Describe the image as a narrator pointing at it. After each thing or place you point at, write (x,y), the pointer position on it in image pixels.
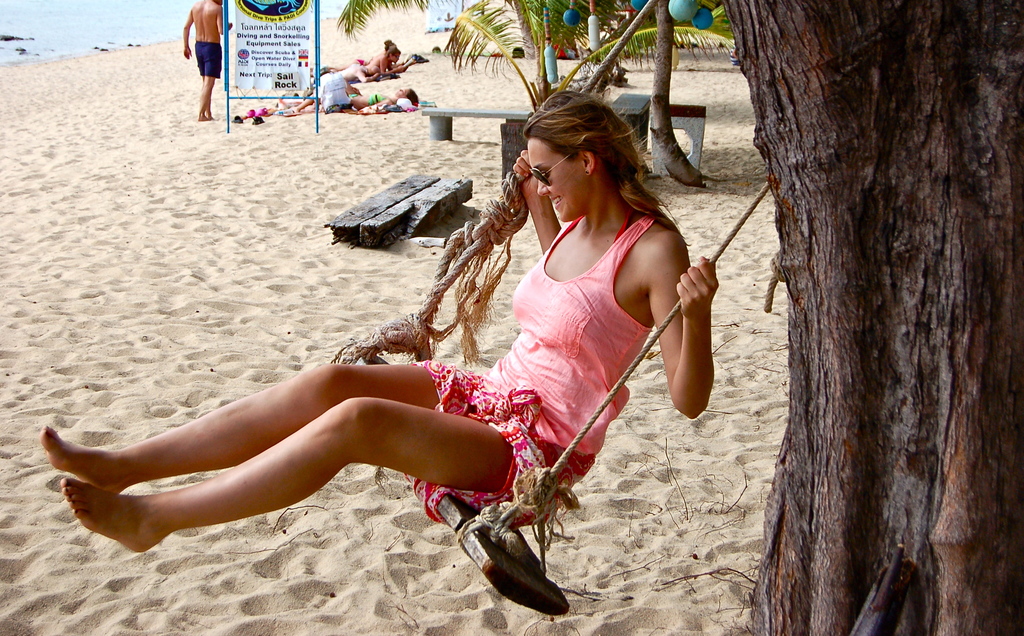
In the foreground of this image (446,425), there is a woman (471,451) sitting on a swing (501,530) and on the right (884,285), there is the tree trunk (884,285). In the background (276,225), there is sand (378,187), few wooden poles (409,197), benches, trees (518,25) and persons (382,72) lying and walking on the sand (208,125). On the top (118,13), there is the water (83,7).
